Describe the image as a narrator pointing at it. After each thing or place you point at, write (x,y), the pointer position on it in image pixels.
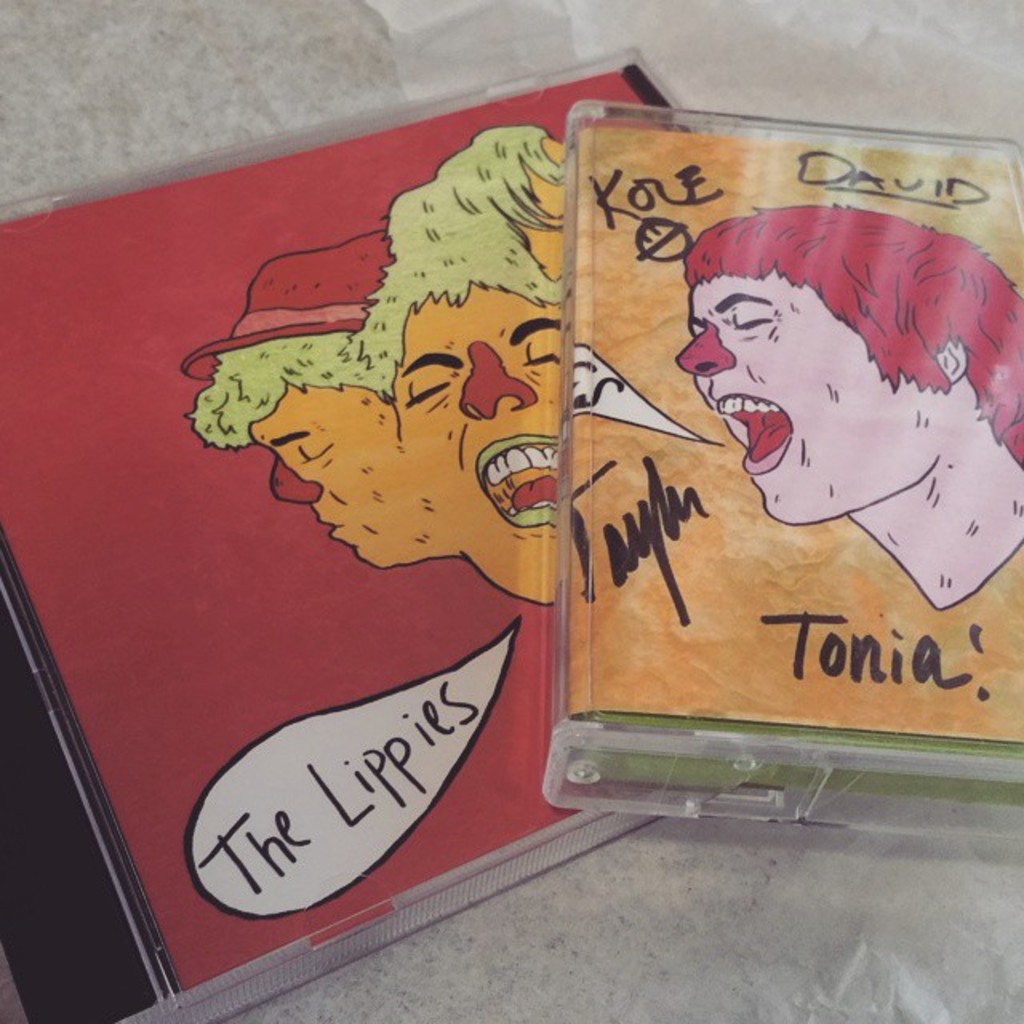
We can see a CD (117,497) and a cassette (610,805) on a platform (343,95).
